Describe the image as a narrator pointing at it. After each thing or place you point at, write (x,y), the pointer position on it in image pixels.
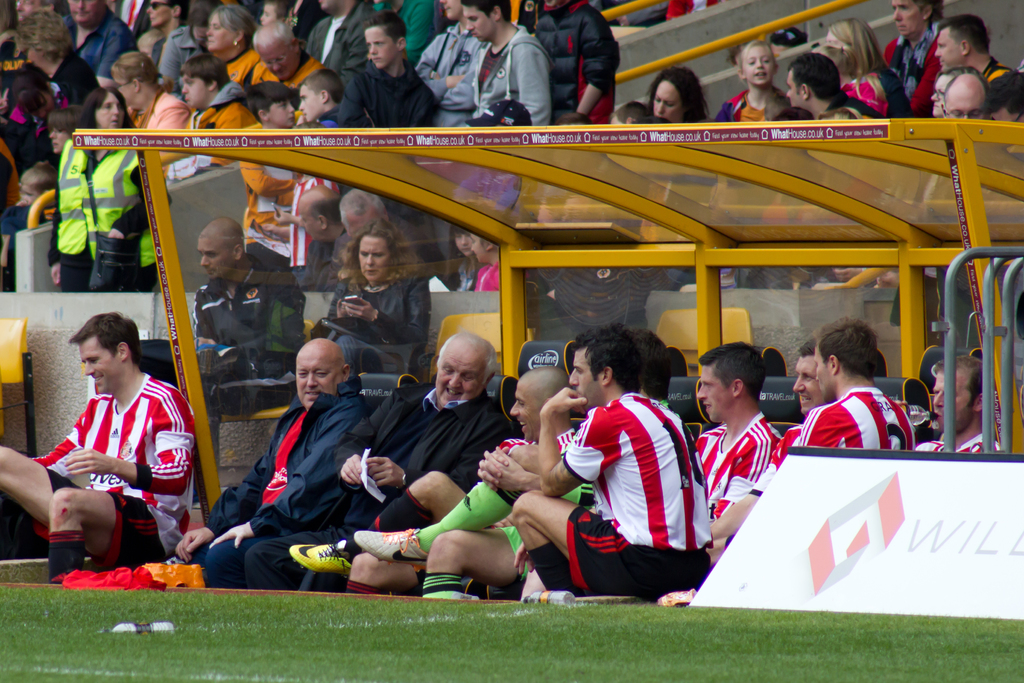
In this image we can see a group of people (348,525) are sitting on the ground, there is a yellow shelter (702,221), at the back (300,45) there are group of people (300,45) standing and some are sitting on the chairs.
